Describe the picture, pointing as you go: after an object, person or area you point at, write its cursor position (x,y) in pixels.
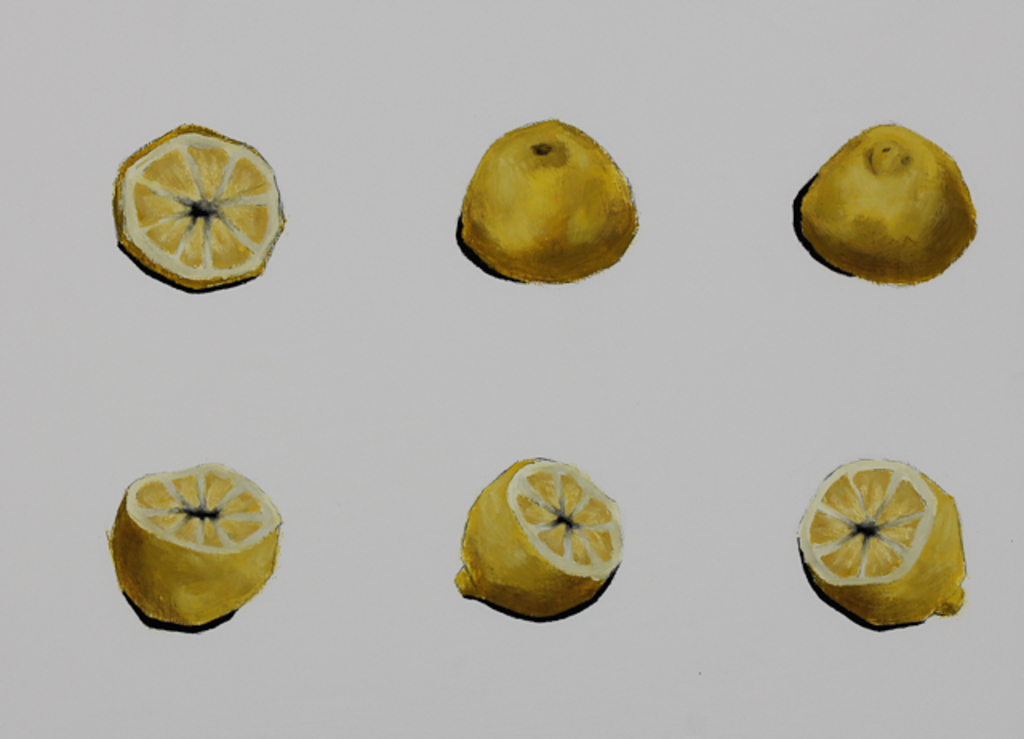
In this image I can see six pieces (914,199) of a lemon (160,200). The background (302,250) is ash in color. This image looks like a painting.
